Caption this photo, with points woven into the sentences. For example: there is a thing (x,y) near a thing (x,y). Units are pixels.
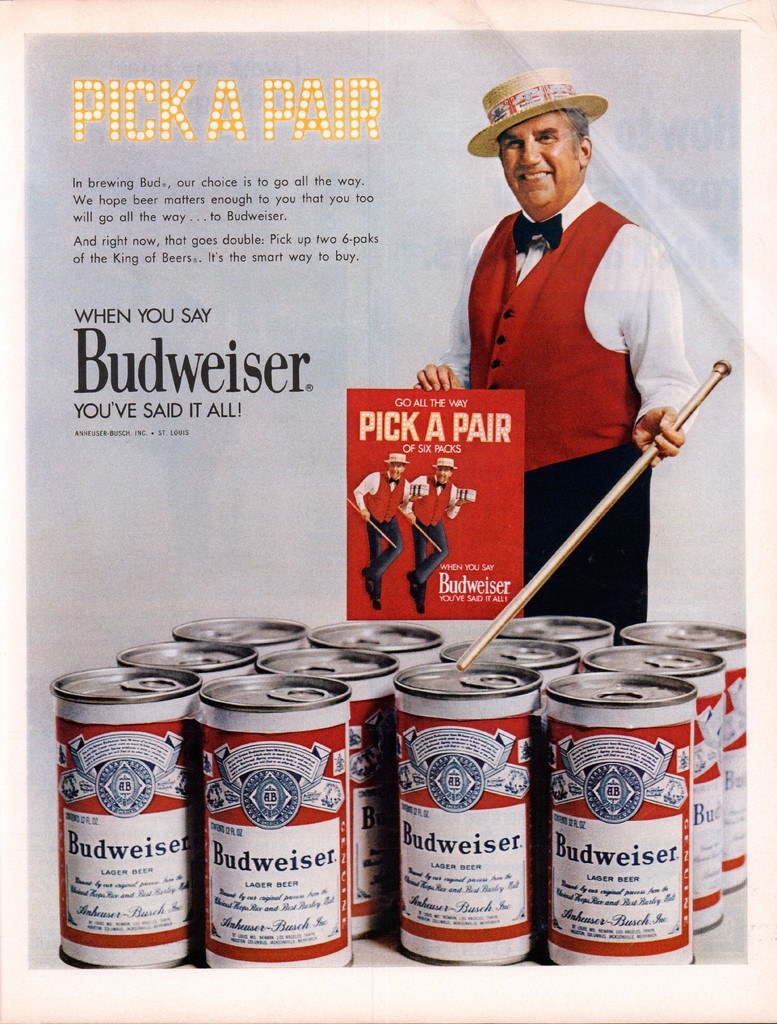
In this image we can see a poster (460,214), there are some cans (414,808) on it, we can see a person's image (625,622) with a stick (497,621) in his hand (647,445) on the poster (549,423), we can also see some text (459,403) written on it.
